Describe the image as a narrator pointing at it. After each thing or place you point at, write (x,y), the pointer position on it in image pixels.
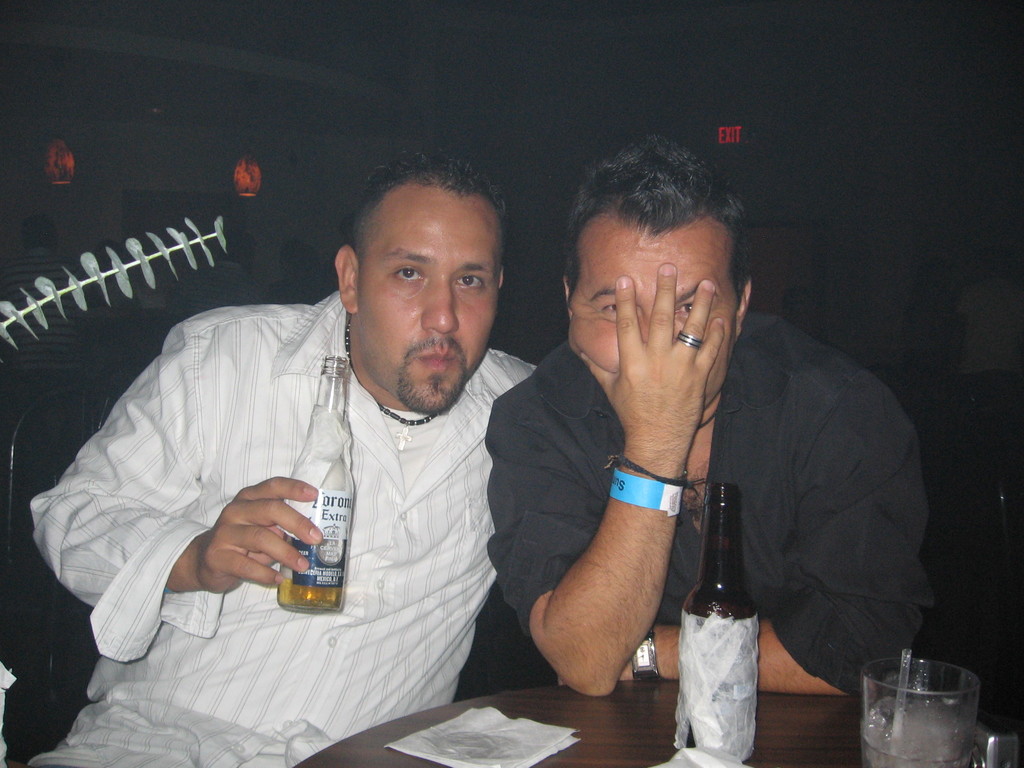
On the left (213,334), there is a person (480,340) in white color shirt (255,334), holding a bottle (323,519) which is filled with drink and sitting. Beside him, there is another person (744,253) in black color shirt (821,399), sitting, keeping elbow (567,616) on the table (585,697) and covered his face (715,309) with his hand (675,437). On the table (655,715), there is a bottle (742,656), a glass (882,739) and papers (707,753). And the background (695,120) is dark in color.
